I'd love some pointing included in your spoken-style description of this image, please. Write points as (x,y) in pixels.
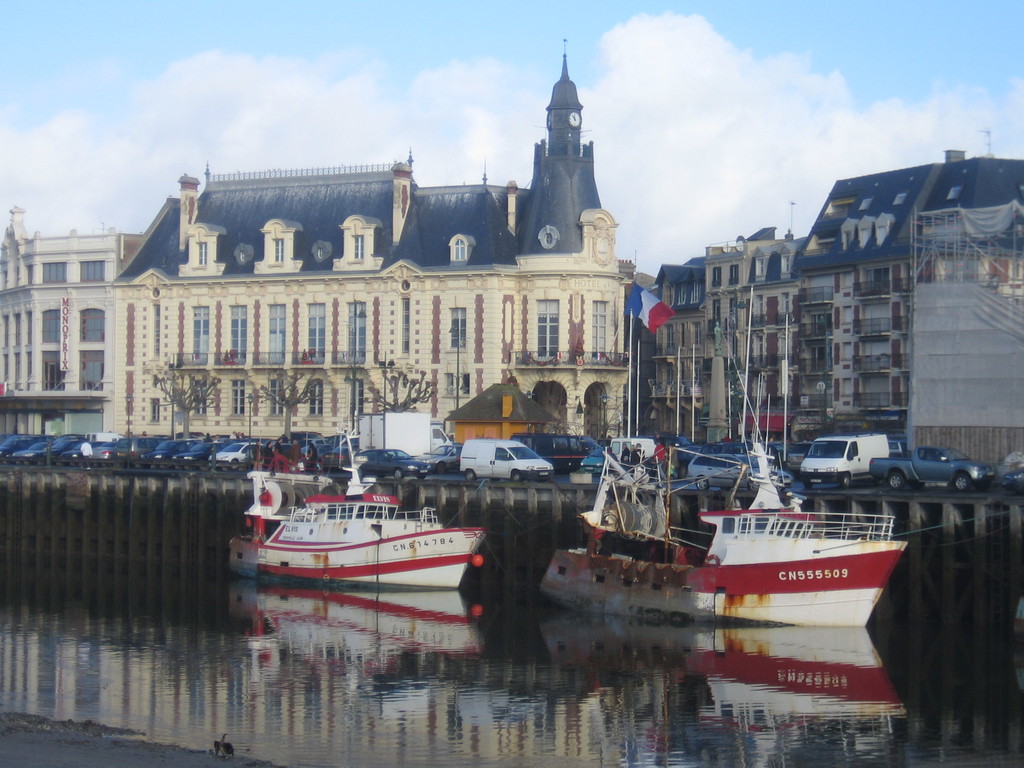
In this image few boats (718,609) are floating on the surface (594,627) of the water (517,601). There are vehicles (168,448) on the road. There are poles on the pavement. There is a flag (638,305) attached to the pole (631,355). Background (57,295) there are buildings (599,295). Top of the image (760,83) there is sky (778,99).
